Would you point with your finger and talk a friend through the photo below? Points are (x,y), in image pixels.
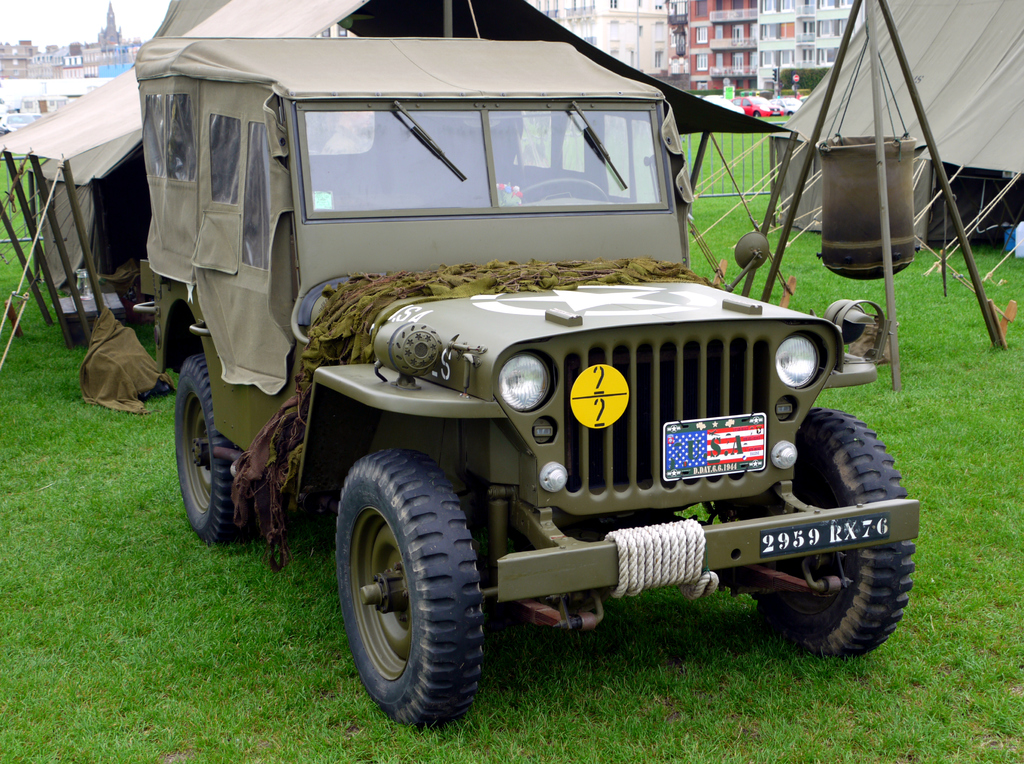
In this picture we can see a jeep (581,397) here, at the bottom (253,597) there is grass (269,634), we can see two tents (698,109) here, in the background (754,44) there are some buildings (723,32), we can see sky (50,13) at the left top of the picture (41,24), there is a cloth (113,362) here.
